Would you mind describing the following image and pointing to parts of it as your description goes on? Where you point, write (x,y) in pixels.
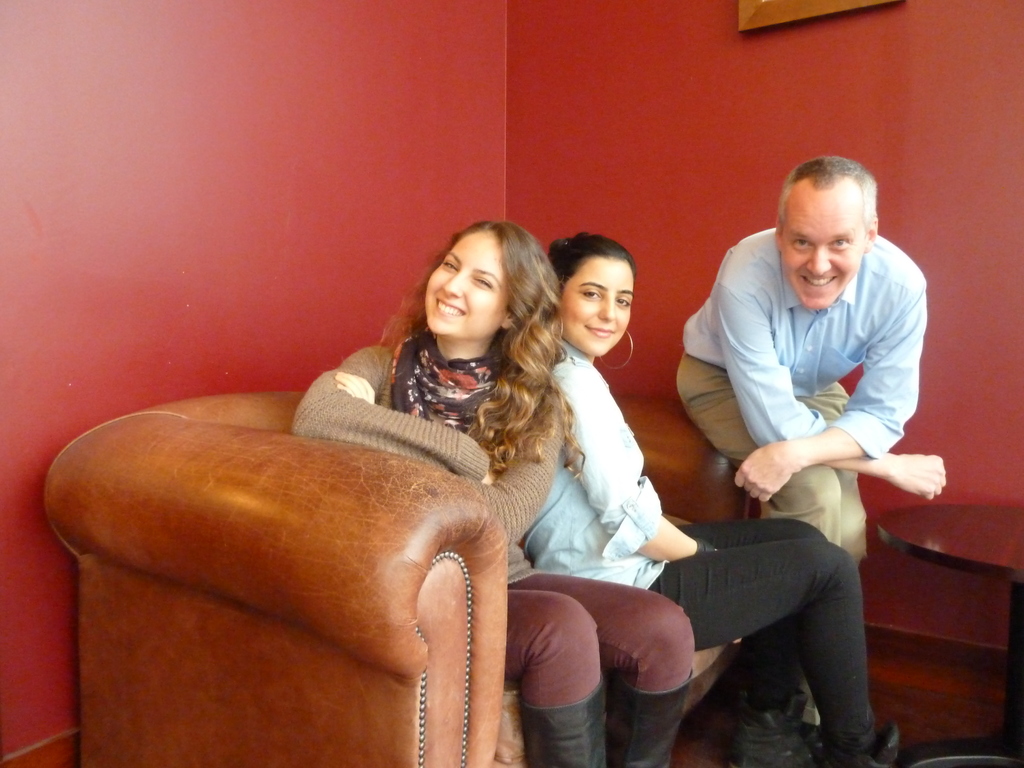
In this image we can see two women (611,576) are smiling and sitting on the sofa (495,650) and this person (809,427) is also sitting and smiling. Here we can see a table (963,547) and we can see a photo frame (767,8) on the maroon color wall (561,164).
